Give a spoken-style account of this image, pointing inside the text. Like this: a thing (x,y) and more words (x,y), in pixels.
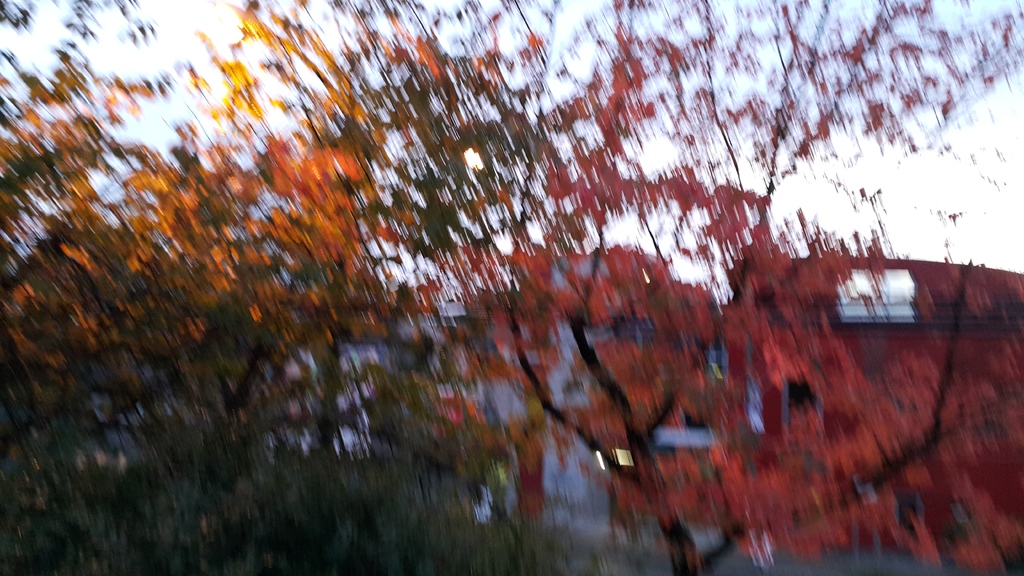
In the foreground of this image (619,422), there are trees (864,442). In the background (854,338), it seems like a building (894,292) and the sky (911,194).
